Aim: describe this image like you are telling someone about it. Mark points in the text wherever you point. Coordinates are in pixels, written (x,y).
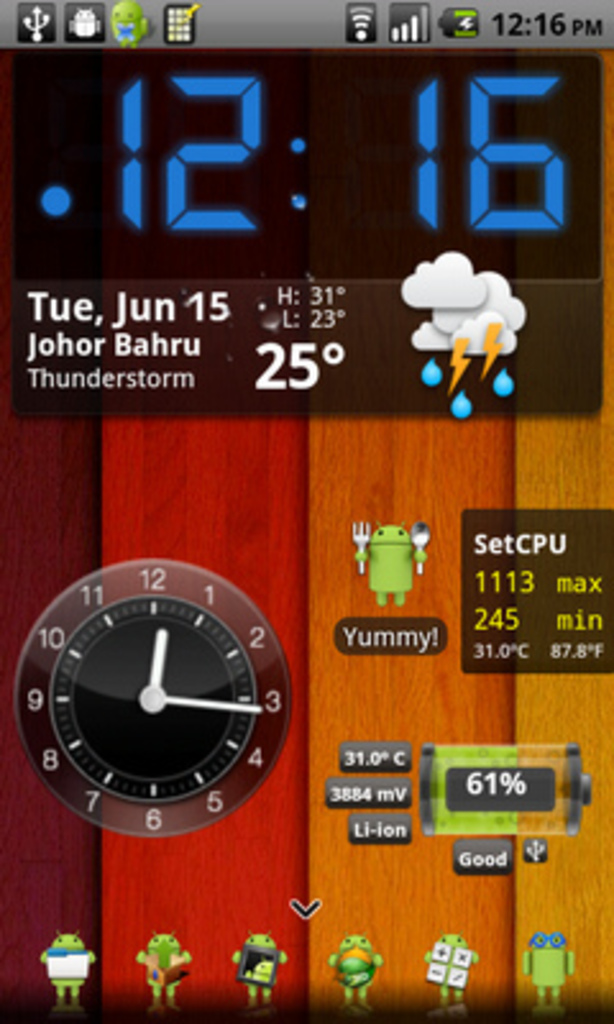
In this picture I can see a screenshot and I can see few icons (263,968) and digital display (190,203) of a time and a clock (160,702) and I can see text (140,375).
